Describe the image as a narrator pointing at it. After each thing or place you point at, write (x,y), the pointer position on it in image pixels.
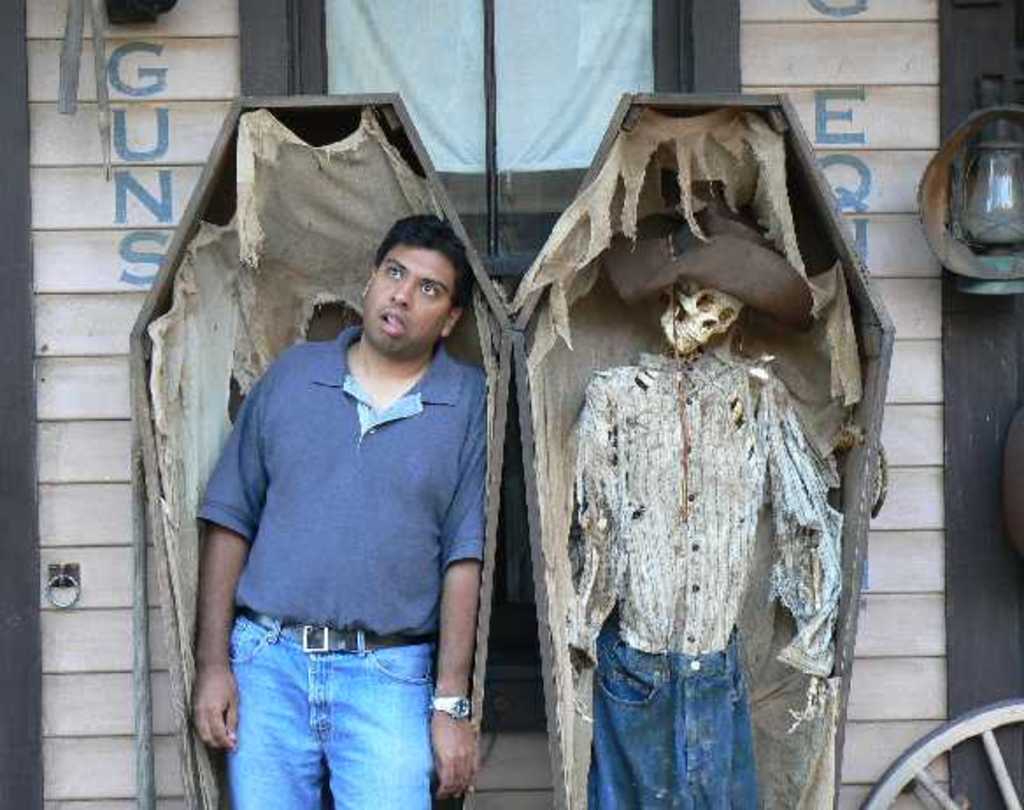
In this image we can see the coffins (770,98) with a man (440,568) and also the skeleton (738,499). In the background (15,398) we can see the building wall (878,160) with the text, window (489,155) and also a lantern (948,204). In the bottom right corner (935,742) we can see the wheel (997,776).
